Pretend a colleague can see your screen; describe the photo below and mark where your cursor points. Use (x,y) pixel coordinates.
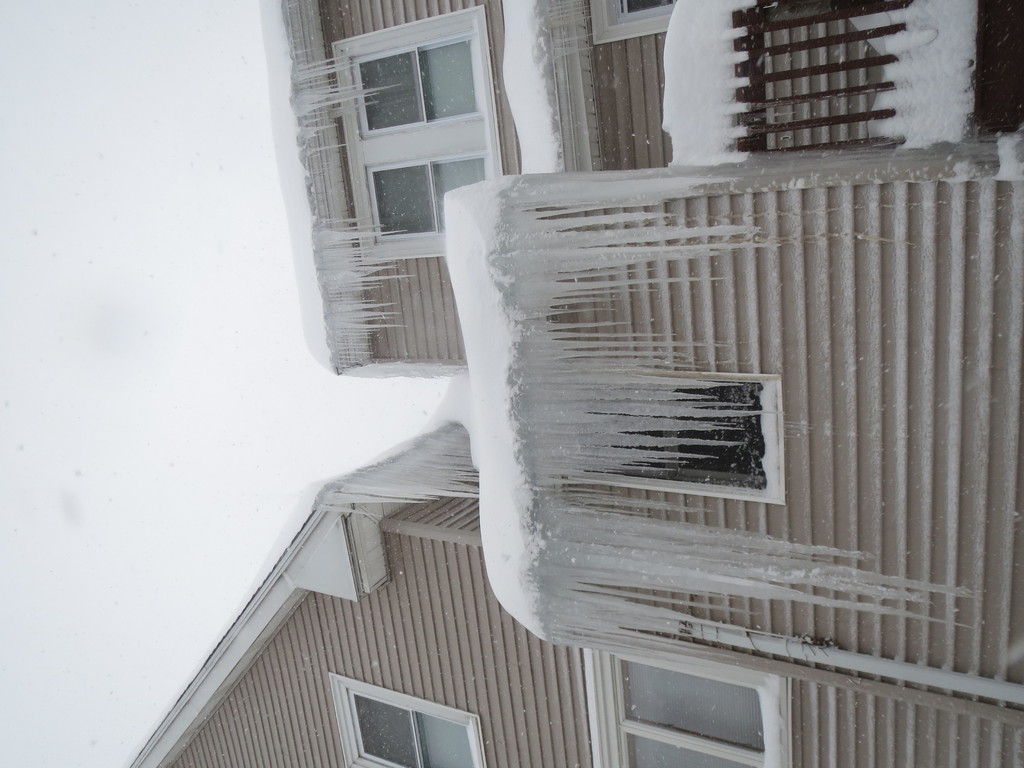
In this image in front (509,160) there are buildings (451,147), glass windows (415,54), metal fence (761,36) and we can see snow (454,421) on them. In the background of the image (268,477) there is sky (251,456).
